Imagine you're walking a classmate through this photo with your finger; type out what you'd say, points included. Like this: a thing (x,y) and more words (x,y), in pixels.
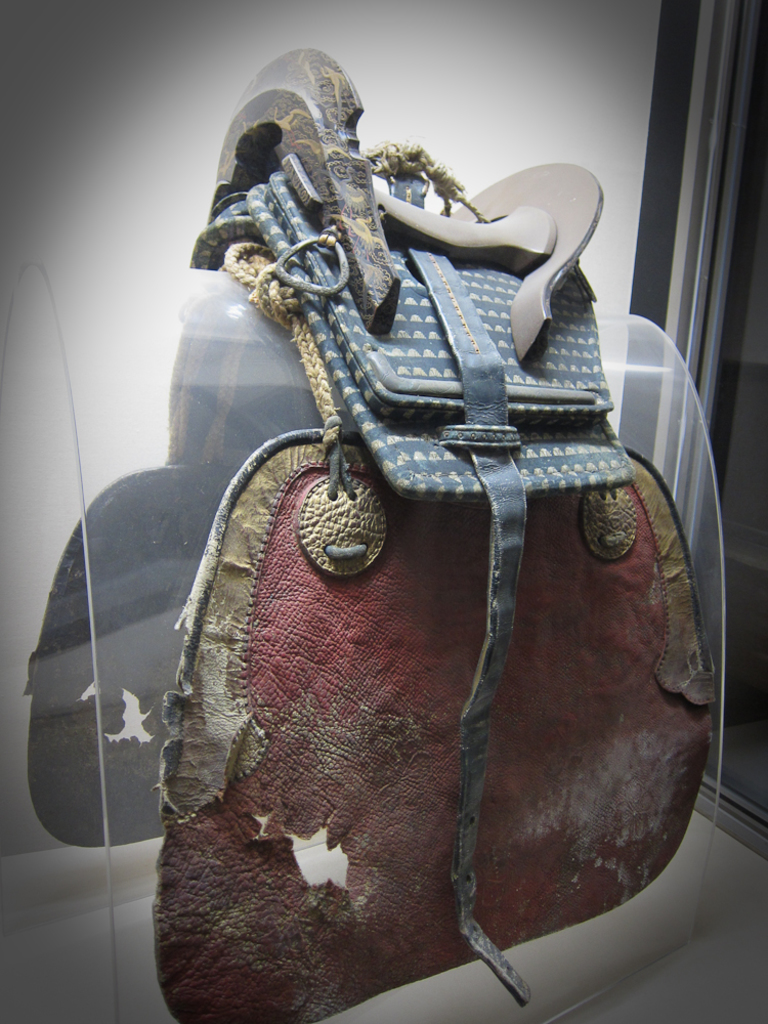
This is a saddle (323,660) and it is placed as a tack (516,590) on stand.
